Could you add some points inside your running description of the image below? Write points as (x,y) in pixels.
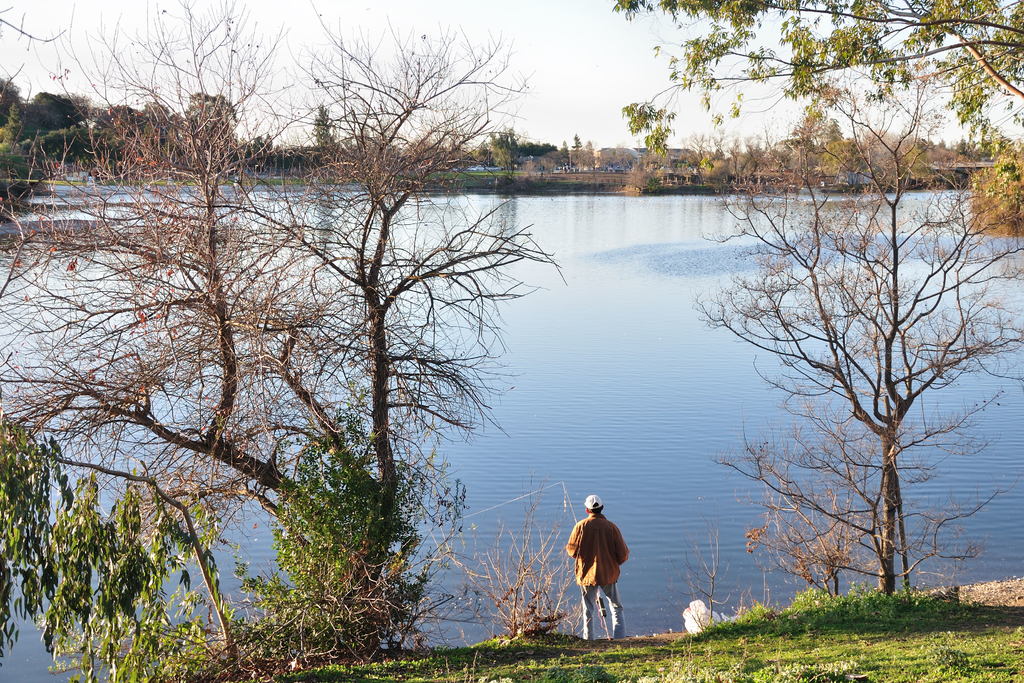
In this picture I can see the grass (484,652) and I see a man (600,544) on the bottom center of this image (583,542) who is standing and I can see few trees (37,581). In the middle of this picture (373,239) I can see the water (613,225). In the background (289,155) I see few more trees (760,156) and the sky (491,76).
